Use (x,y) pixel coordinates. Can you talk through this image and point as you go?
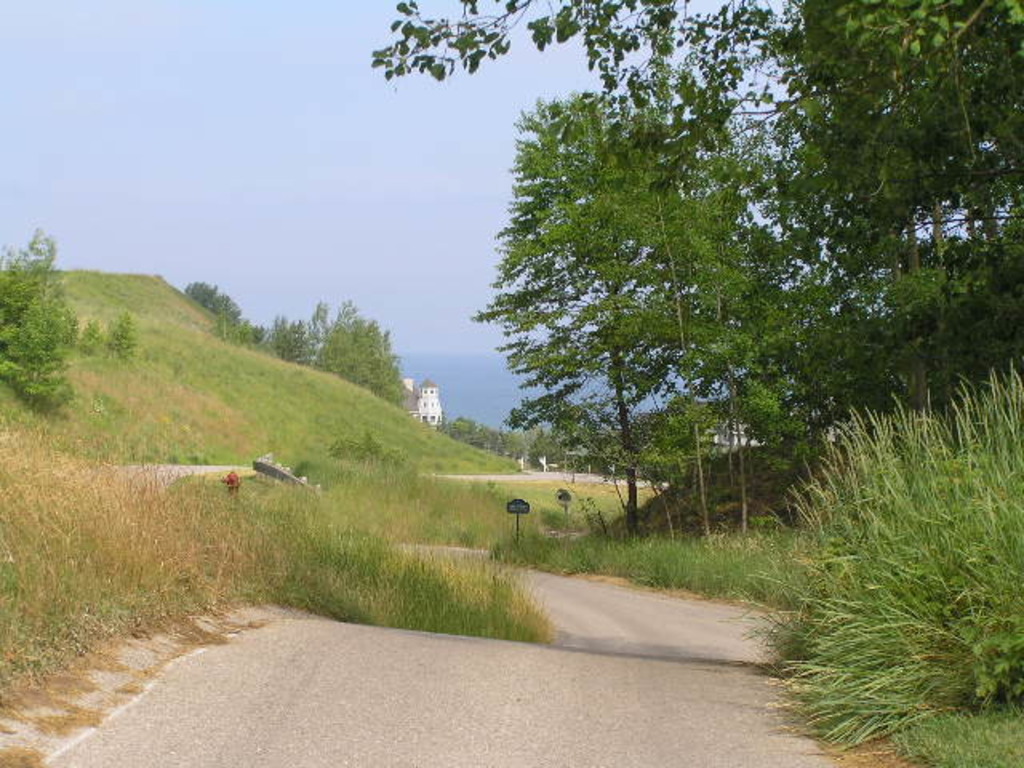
In this picture I can see there is a road (339,742) and there are trees (513,424) on right side (807,211) and there is a mountain (113,322) at left (161,317), it has grass (330,400), trees (348,363) and there is a building (428,385) in the backdrop (417,410), there is an ocean (481,388) and the sky (457,331) is clear.
